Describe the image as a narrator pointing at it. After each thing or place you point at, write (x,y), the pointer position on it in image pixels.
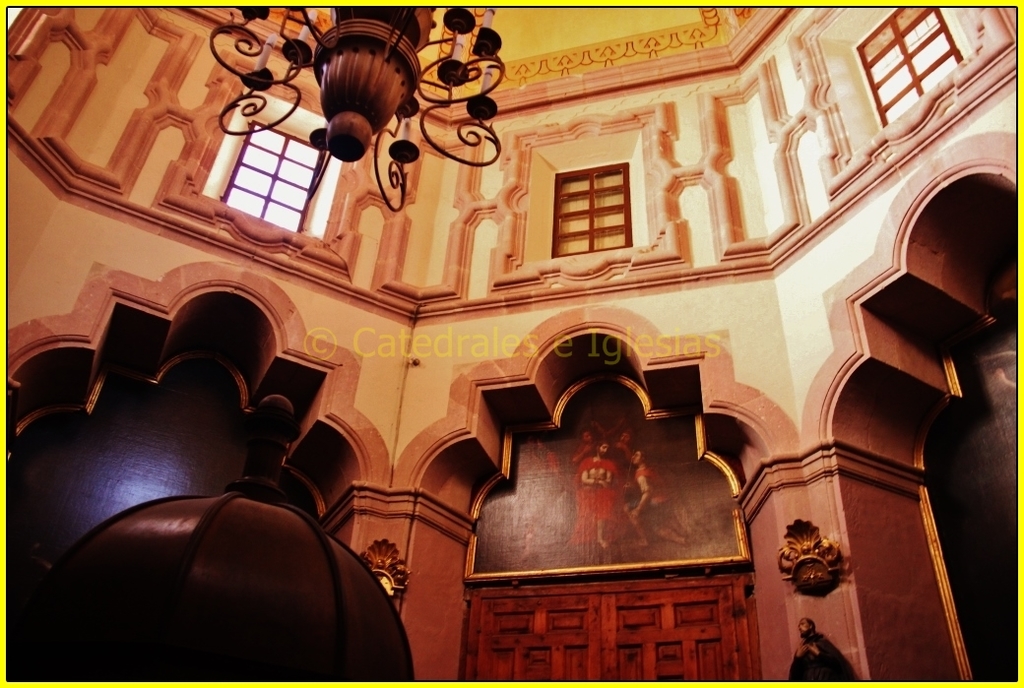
This is clicked inside a building (402,263), there is a photograph (568,433) in the front (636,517) above the door (471,639) and there is a chandelier (380,118) to the ceiling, there are windows (294,159) on the top (280,192).
